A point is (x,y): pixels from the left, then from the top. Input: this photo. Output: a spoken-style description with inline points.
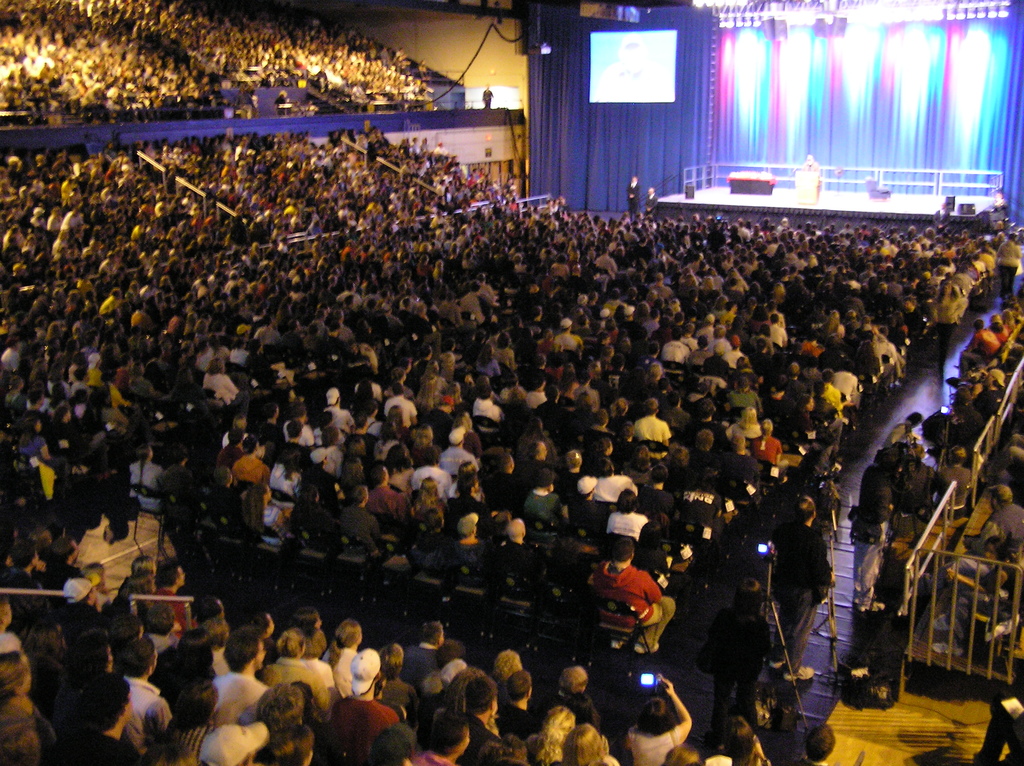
In this picture we can see a group of people (480,368) are sitting in the auditorium (381,417). On the right side of the image (915,759) we can see the grilles (924,627), floor (823,705), cameras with stand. At the top of the image (649,90) we can see the curtain (698,80), screen (637,68), stage (833,192), grilles (898,180), lights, wall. On the stage (842,204) we can see a table (742,189), light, podium (812,193) and a person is standing in-front of podium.
